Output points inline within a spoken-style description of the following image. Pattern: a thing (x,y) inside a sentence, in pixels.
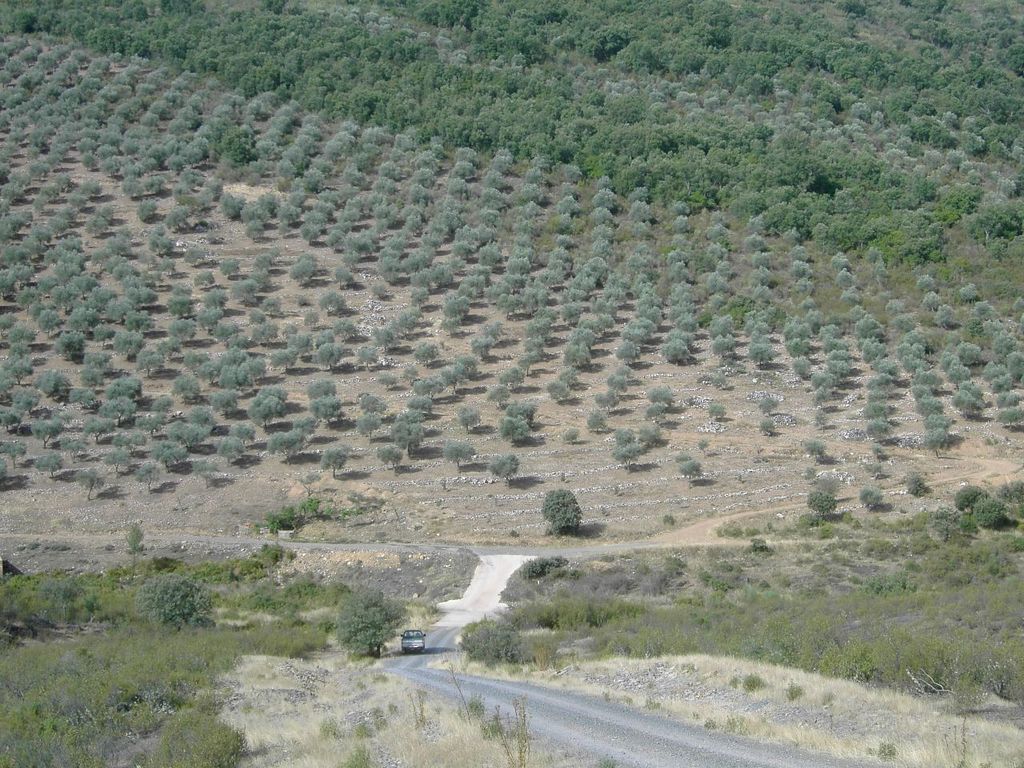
In the picture I can see vehicle (417,639) is moving on the road (541,709), side we can see so many trees (561,241).
